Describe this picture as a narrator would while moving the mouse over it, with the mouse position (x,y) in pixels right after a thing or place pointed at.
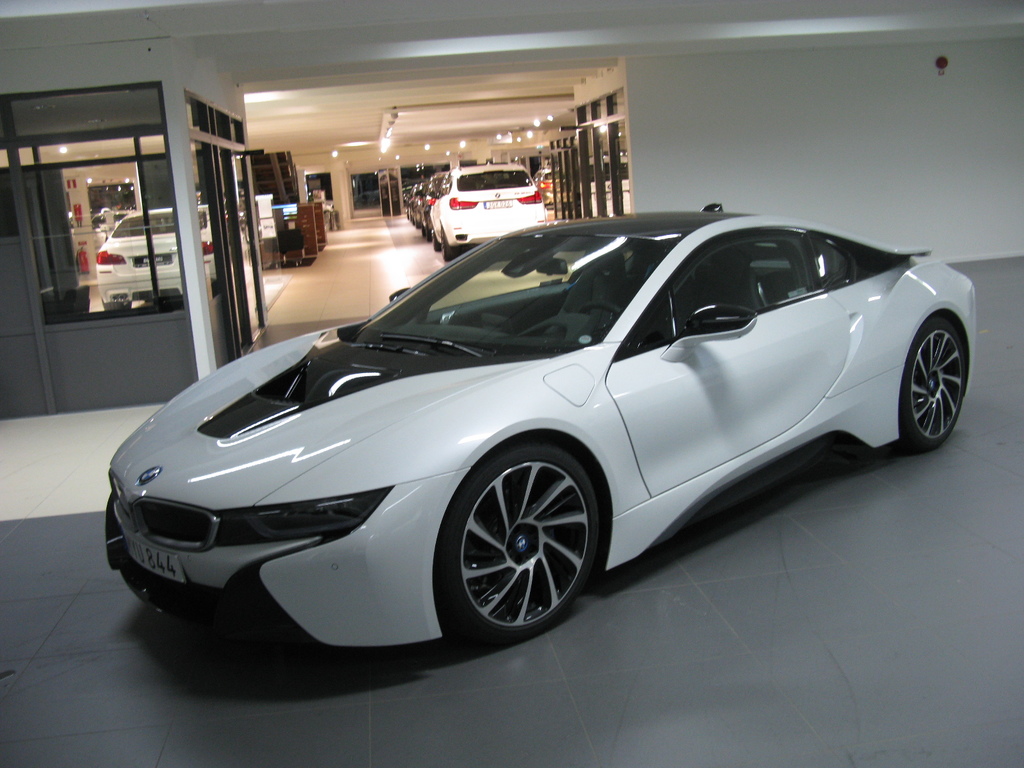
In this picture I can observe a car (481,458) in the middle of the picture (543,355). In the background (458,211) there are some cars (442,216) in the showroom (397,202). I can observe some lights (350,144) fixed to the ceiling (367,124). On the right side (921,156) I can observe wall (846,172).
